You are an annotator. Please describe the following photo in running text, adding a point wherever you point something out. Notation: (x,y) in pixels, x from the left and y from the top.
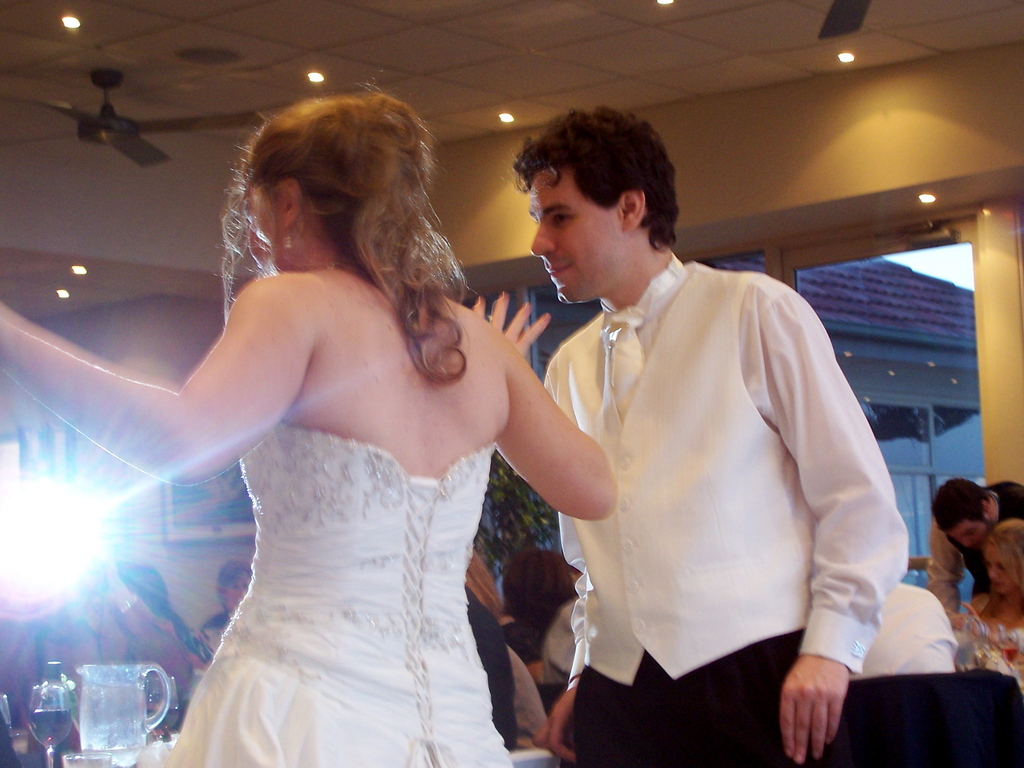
It looks like a restaurant (486,666), there are two people (332,663) standing in the front (360,620) and behind them many other people (993,615) were sitting around the tables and on the tables (89,745) there are many glasses (62,722), jugs (120,668). In the background (180,522) there is a photo frame (198,496) kept to the wall (182,481) and beside the wall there is a plant (510,506). Behind the plant (513,494) there is a window (947,286).
